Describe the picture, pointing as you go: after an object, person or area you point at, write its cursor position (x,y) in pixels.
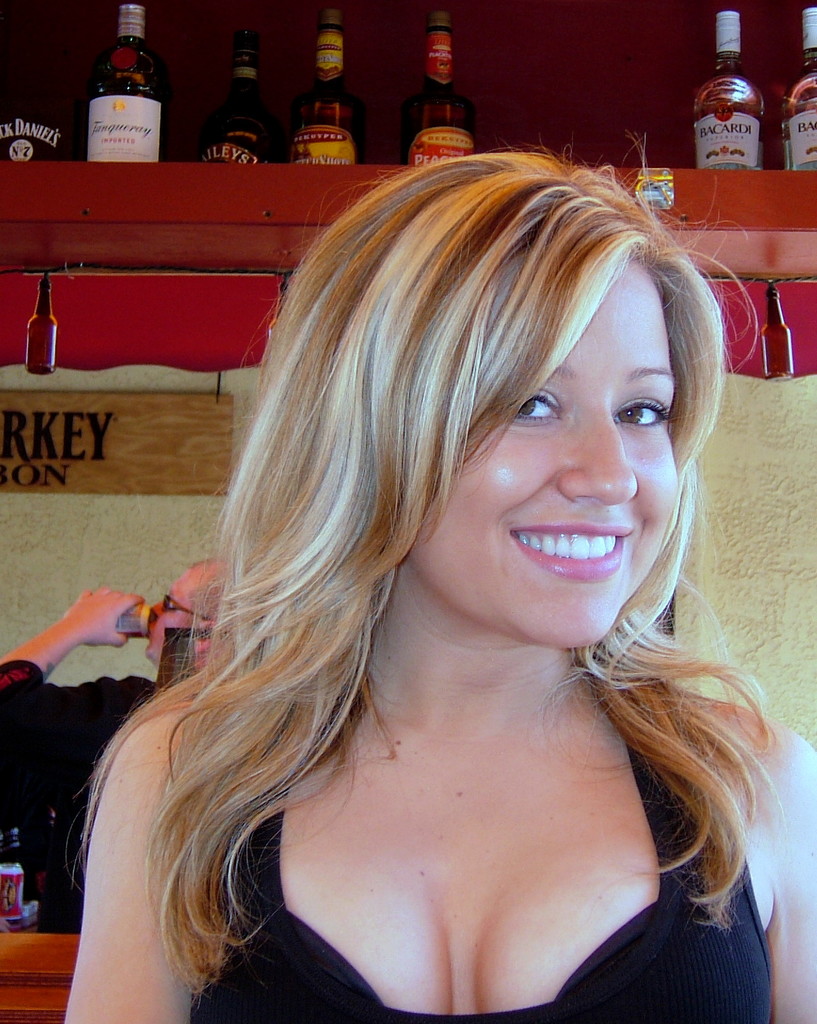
This image consists of a woman (472,617) and on the top (449,114) there are alcohol bottles (313,157) Behind her there is a person (146,690). This woman (135,740) is wearing black color dress (576,1003). She is smiling.
